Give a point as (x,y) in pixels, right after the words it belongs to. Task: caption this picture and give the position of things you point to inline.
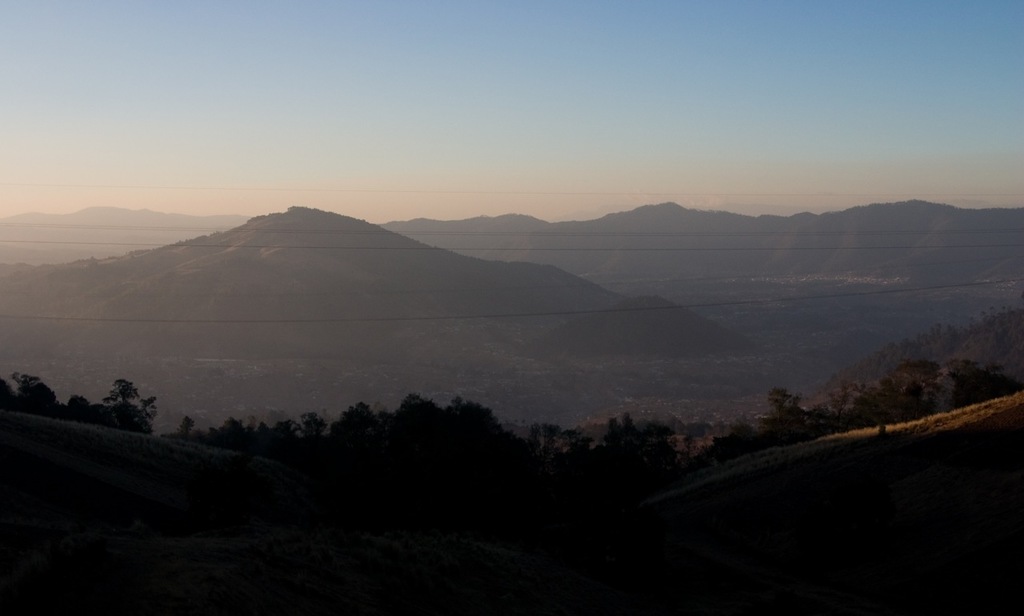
We can see trees (609,421). In the background (619,280) we can see hills (350,274) and sky (661,184).
